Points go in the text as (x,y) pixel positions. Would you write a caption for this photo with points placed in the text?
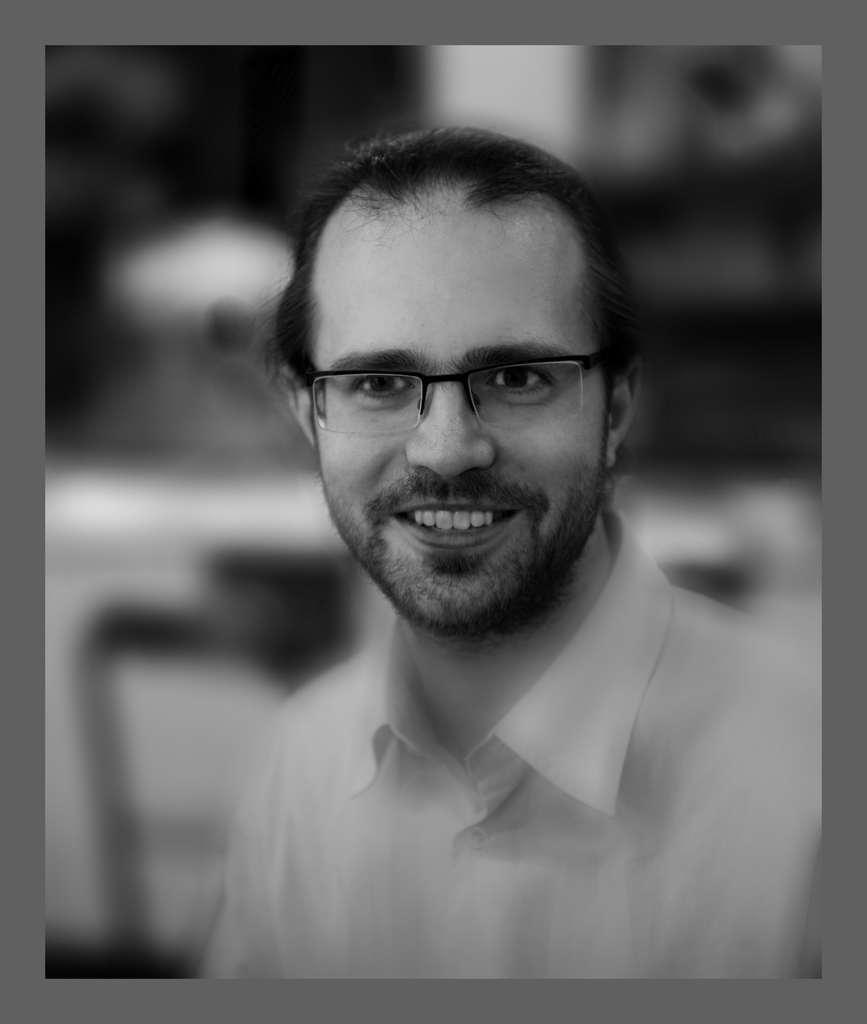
It is a black and white image. In this image we can see a man (456,520) wearing the glasses (527,407) and smiling. The image has borders (845,10) and the background of the image (134,140) is blurred.
